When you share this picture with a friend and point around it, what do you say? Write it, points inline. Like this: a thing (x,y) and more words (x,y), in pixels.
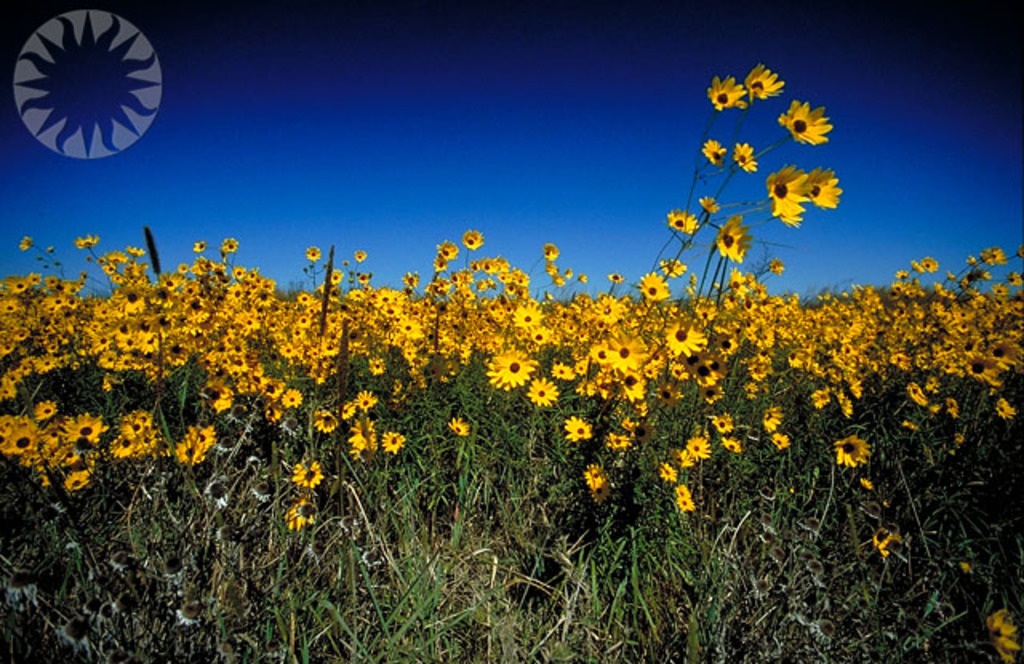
In this image, we can see plants (167,515) with flowers (201,263) and at the top (455,99), there is sky (470,98) and we can see a logo (80,105).
